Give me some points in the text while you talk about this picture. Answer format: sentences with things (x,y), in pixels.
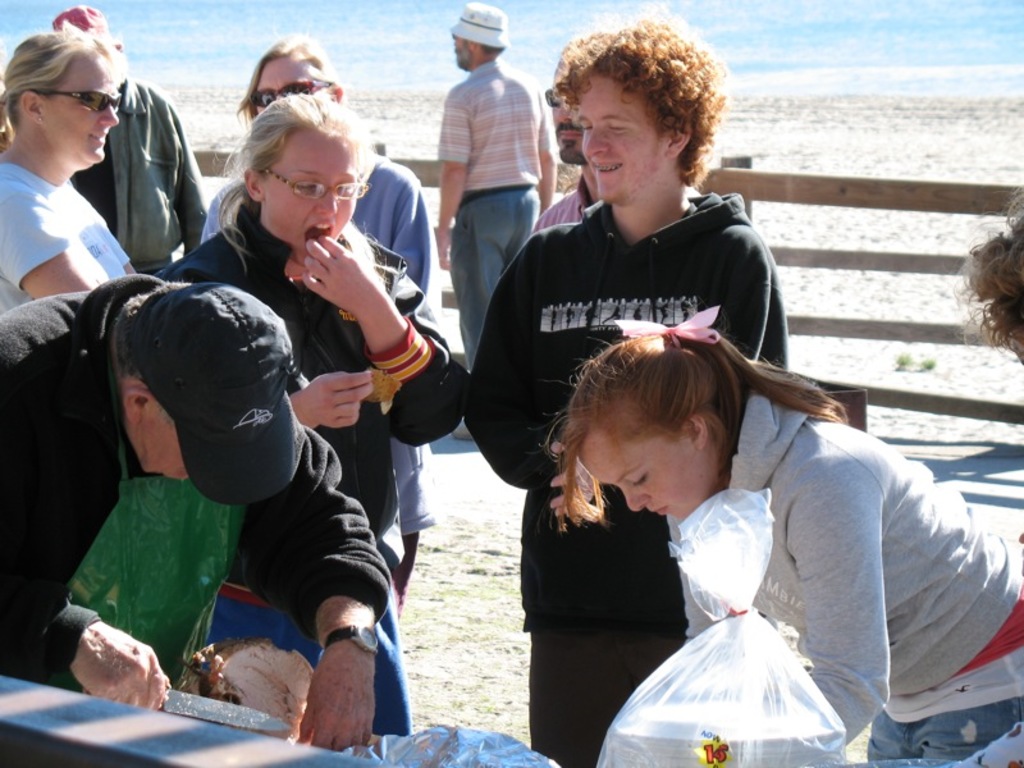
In this image there is a man (159,512) who is wearing the black sweater (293,570) and black cap (171,410) is cutting with the knife (208,708). On the right side (870,563) there is another girl (856,560). At the bottom (702,714) there is a vessel (704,720) covered with the plastic cover (720,660). In the background (332,271) there is a girl (344,340) eating the food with her hand (323,268). In the background (475,219) there are few people (469,207) standing on the ground (460,587). In the background (819,199) there is a wooden fence (831,190). Beside the fence (816,259) there is water (886,69).
